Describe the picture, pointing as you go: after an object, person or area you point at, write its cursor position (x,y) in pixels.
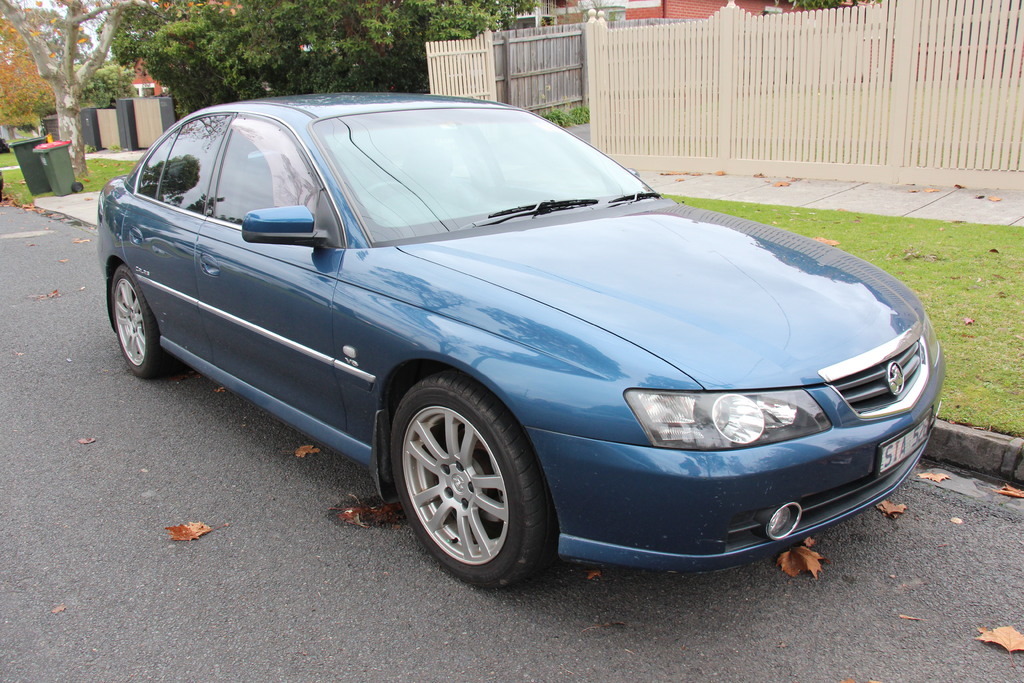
In this image there is a car (338,105) on the road (222,504), and in the background (911,177) there is fence (578,99), grass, dustbins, trees (185,90), house (697,11).
